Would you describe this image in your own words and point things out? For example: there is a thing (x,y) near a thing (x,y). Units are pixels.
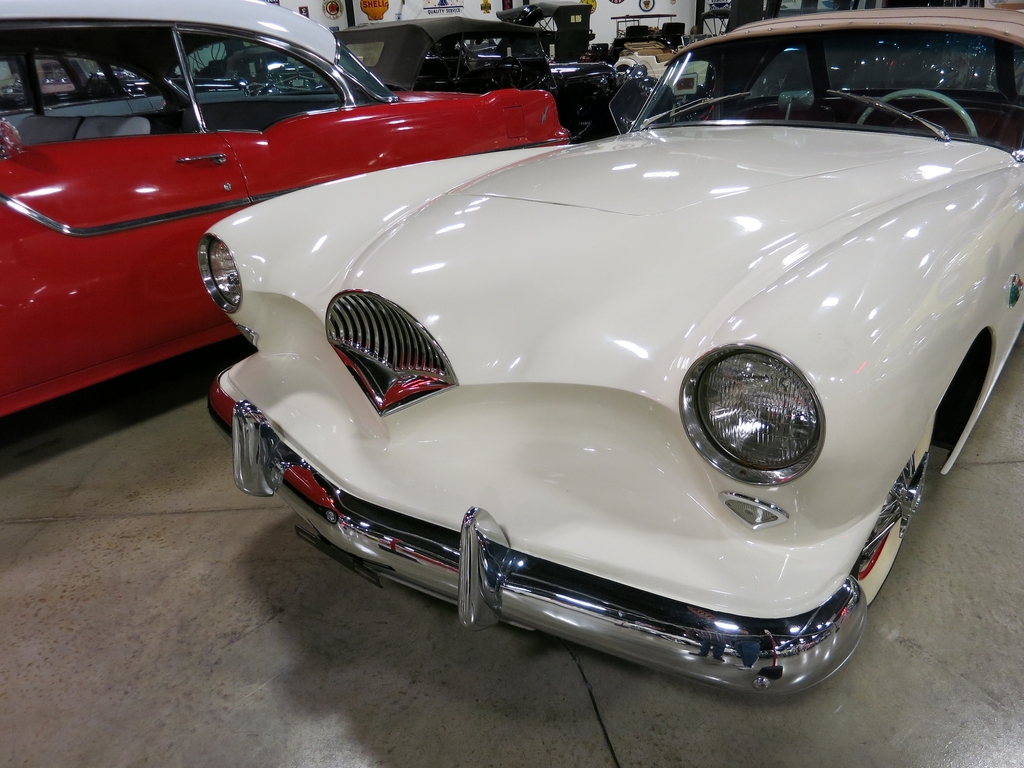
In this picture there is a white car (673,273). Beside that I can see the black and red car (450,101). In the background (657,43) I can see the posters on the wall (500,7) and other vehicles (571,40) which are parked near to the pole (741,14).
